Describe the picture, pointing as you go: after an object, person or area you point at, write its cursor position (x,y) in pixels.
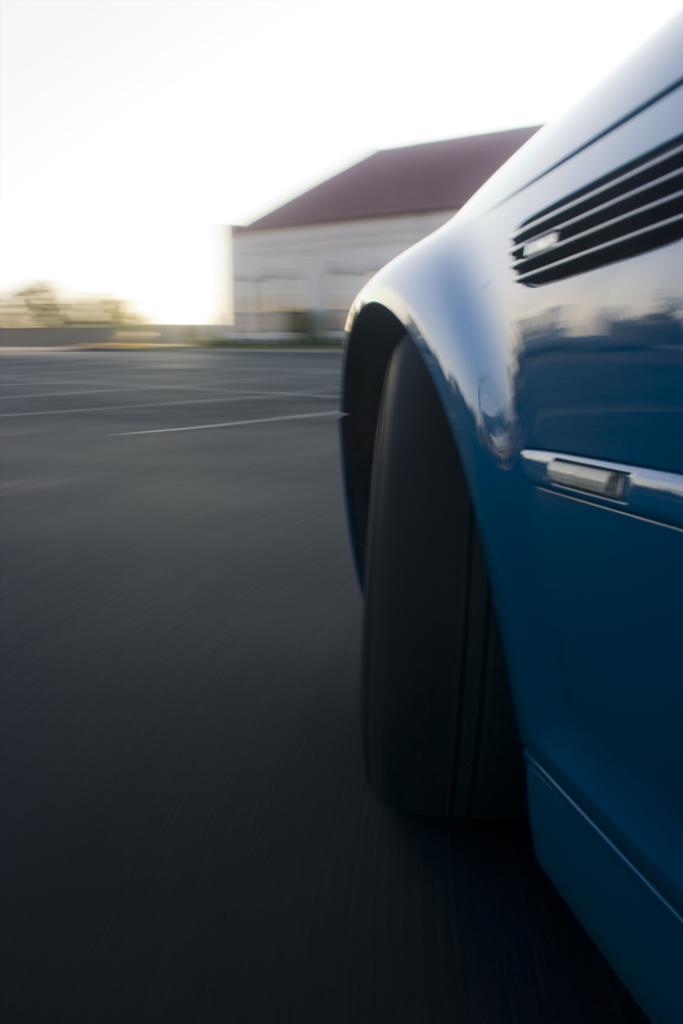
In this picture in the front (531,479) there is a car (536,469). In the background (329,258) there is a house (282,271) and on the left side (61,315) there are objects (69,311) which are green in colour.
